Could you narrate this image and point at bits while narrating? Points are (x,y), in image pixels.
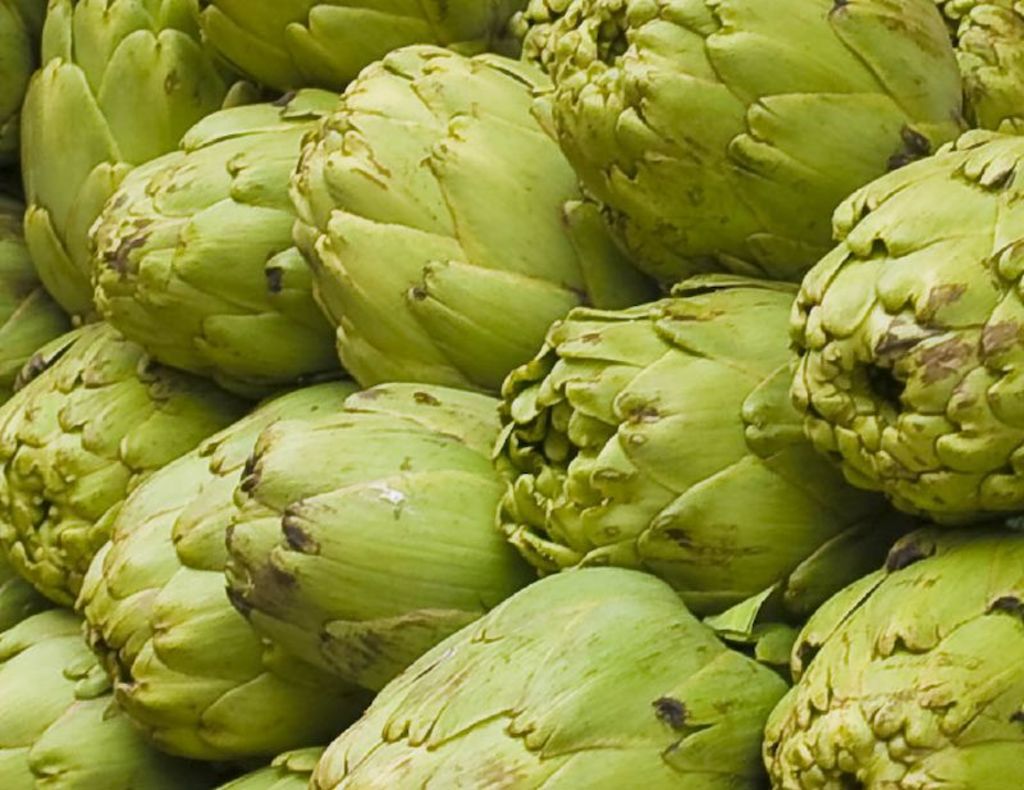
In this image there are fruits (371,302) which are in green color.
